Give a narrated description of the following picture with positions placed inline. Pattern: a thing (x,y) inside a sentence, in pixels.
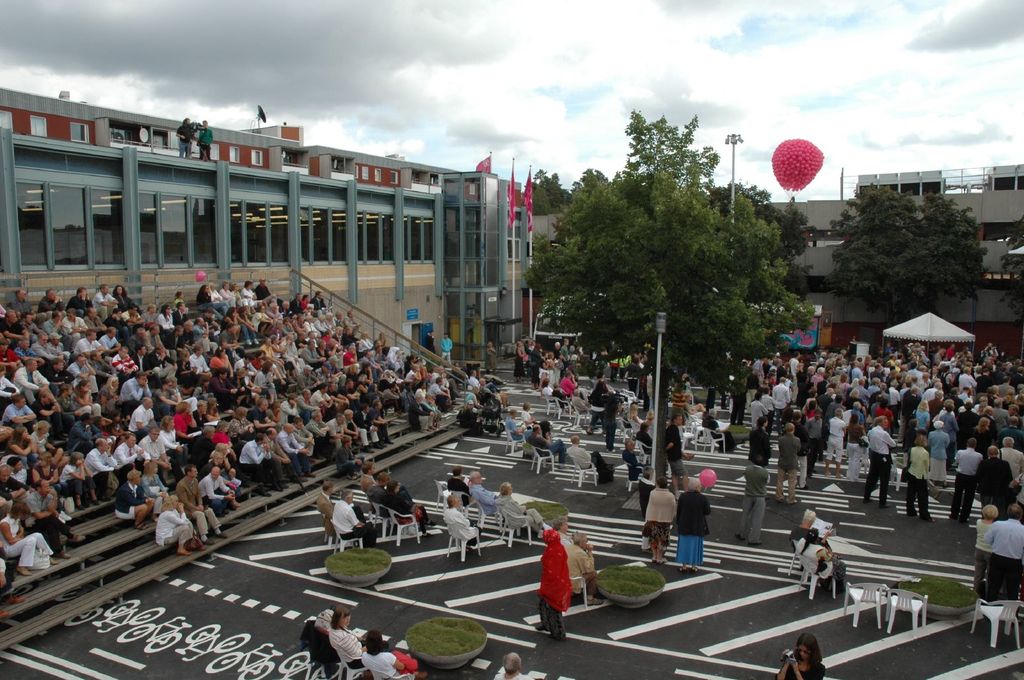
At the top of the image (249,46) we can see sky (466,99) with clouds (254,100), persons (199,155) standing on the building (161,186), flags (528,194), flag posts (512,172), trees (728,200), flood lights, balloons (780,174) and glasses (212,226). At the bottom of the image (450,502) we can see persons (320,413) sitting on the chairs (479,520) and on the stairs (272,498). In addition to this we can see floor (262,629), garden plants (604,570) and tent (907,325).
